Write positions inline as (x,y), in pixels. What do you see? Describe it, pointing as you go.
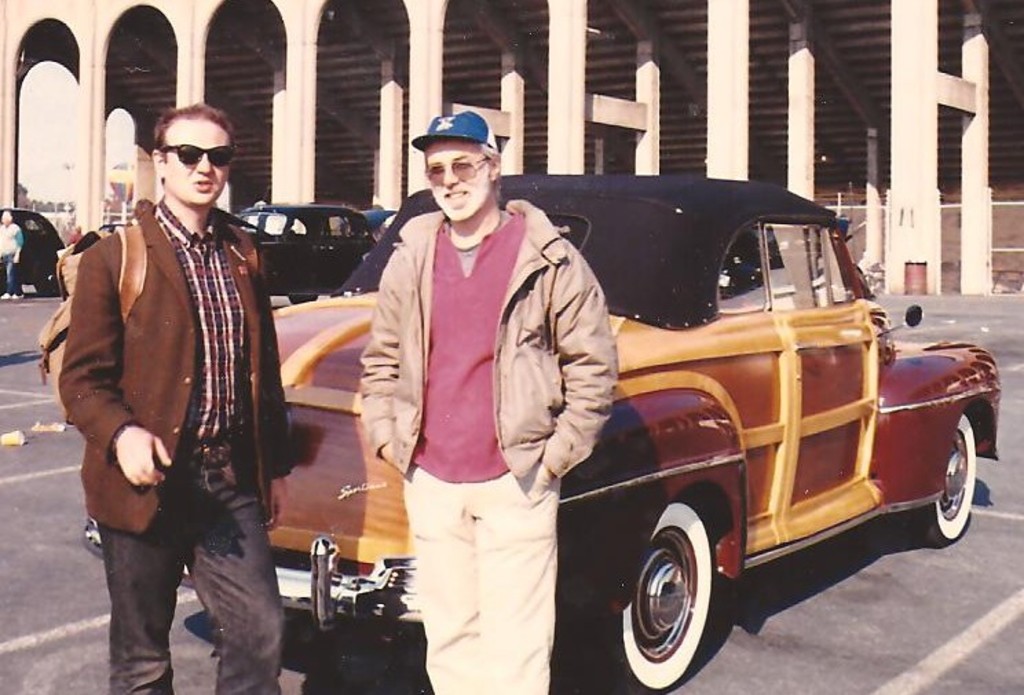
In the image we can see two men (480,267) standing, they are wearing clothes (392,355) and goggles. The left side man (170,336) is carrying a bag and the right side man (448,307) is wearing a cap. We can even see there are vehicles (359,245) on the road (913,534). Here we can see the pillars (309,123) and the sky (36,122). We can see there are even other people (18,252) wearing clothes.
